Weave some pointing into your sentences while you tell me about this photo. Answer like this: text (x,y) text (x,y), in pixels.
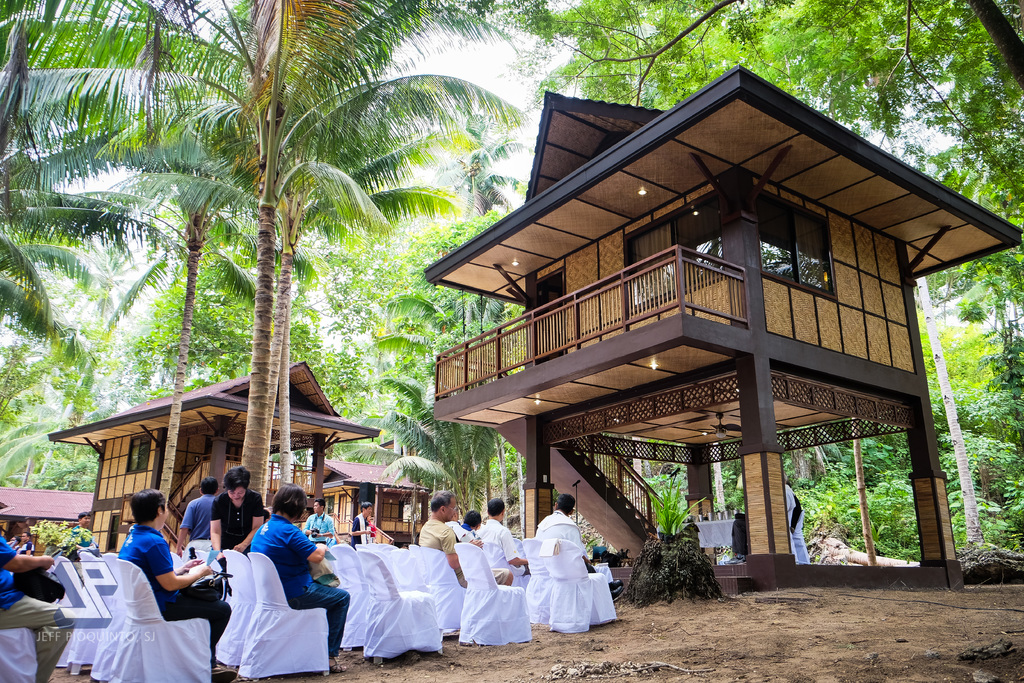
In this picture we can see a group of people (305,581) sitting on chairs (510,602) and some people (201,535) are standing on the ground (689,617) and in front of them we can see houses (122,457) with windows (791,260), steps (201,470), trees (288,371) and some objects (723,525) and in the background (510,94) we can see the sky (528,101).
